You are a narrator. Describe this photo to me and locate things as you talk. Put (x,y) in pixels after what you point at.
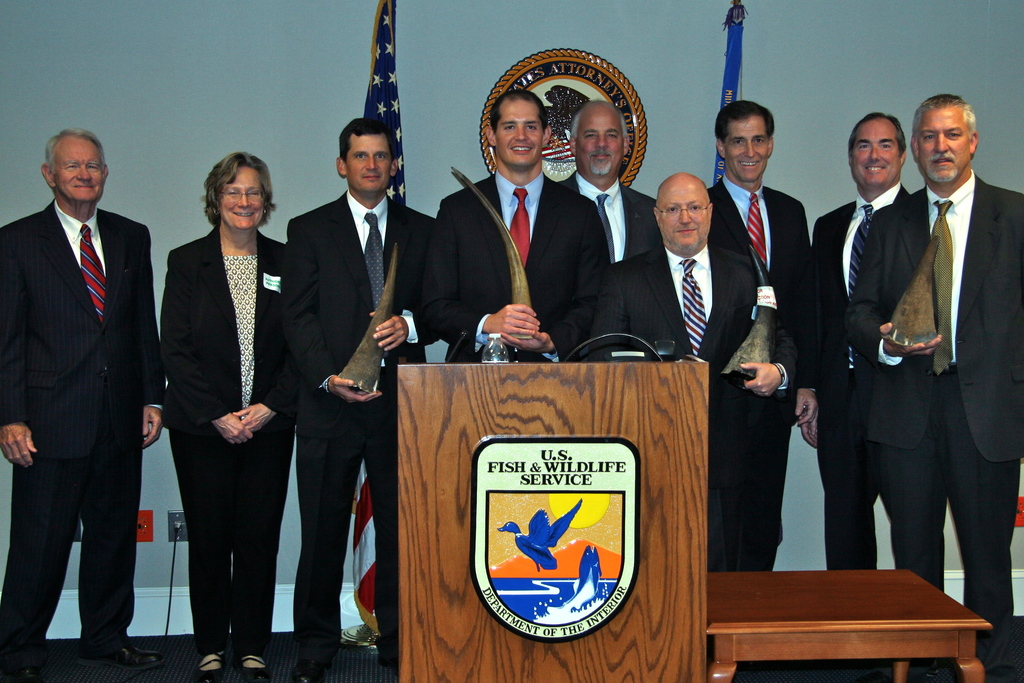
In the foreground of this image (438,488), there is a podium (466,468) on which there is a bottle (489,356) and few more objects (629,356). Beside it, there is a table (866,614). Behind it, there are few men (102,346) and a woman (234,291) standing and posing to the camera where few are holding horns like object (909,319). In the background (552,94), there is a shield (557,66), two flags (383,66) near the wall (790,33).
